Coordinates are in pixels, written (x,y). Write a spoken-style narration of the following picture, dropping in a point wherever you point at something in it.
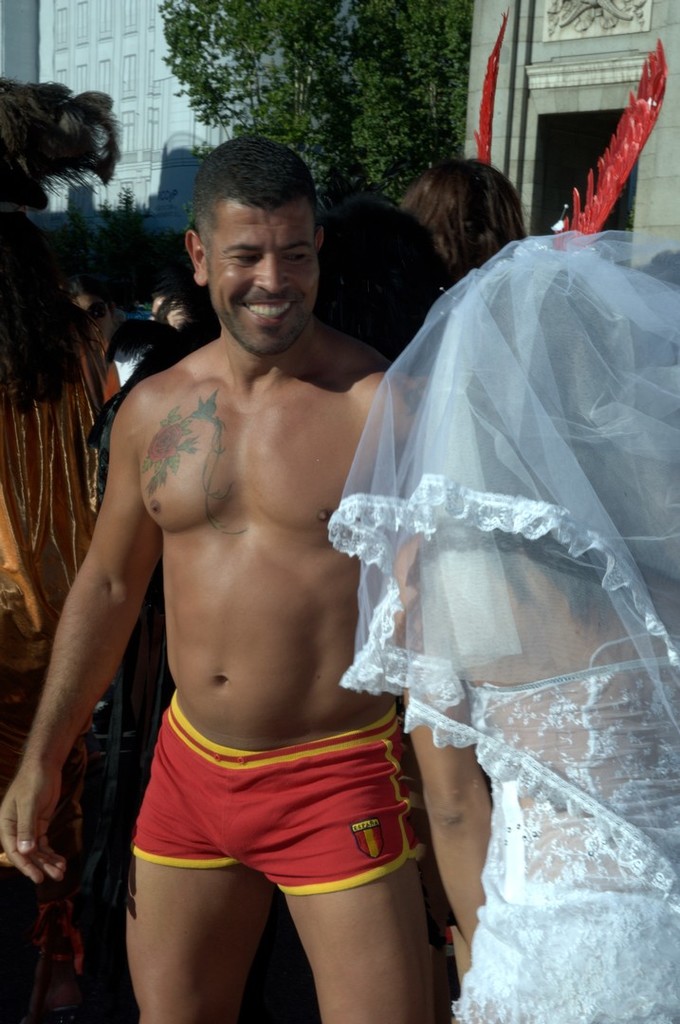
On the right (493,565) there is a woman (512,780) in bridal dress (620,443). In the center of the picture (340,392) there is a person (226,433) standing. In the background (157,158) there are trees (463,145), building (660,140), people (439,180) and other objects (37,500).
